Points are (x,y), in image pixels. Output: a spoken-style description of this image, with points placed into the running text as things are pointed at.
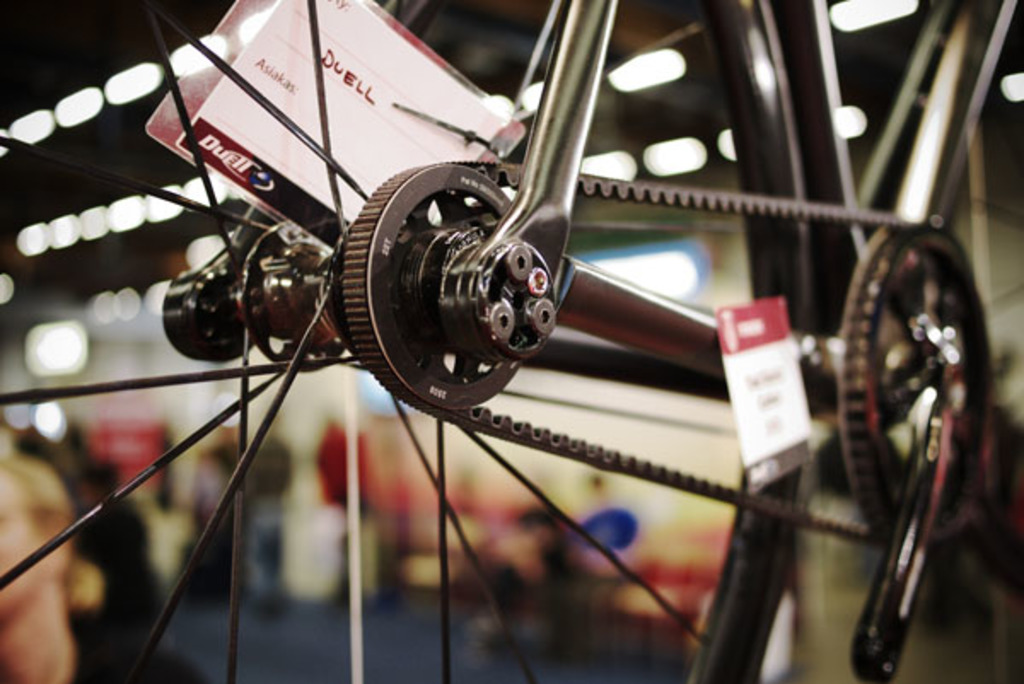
In this image there is a bicycle (278,110), there are cards (782,363), there is text (284,79) on the cards (267,126), there are persons (220,487), there is a roof (516,53) towards the top of the image (631,39), there are lights (174,204), the background of the image (114,336) is blurred.
